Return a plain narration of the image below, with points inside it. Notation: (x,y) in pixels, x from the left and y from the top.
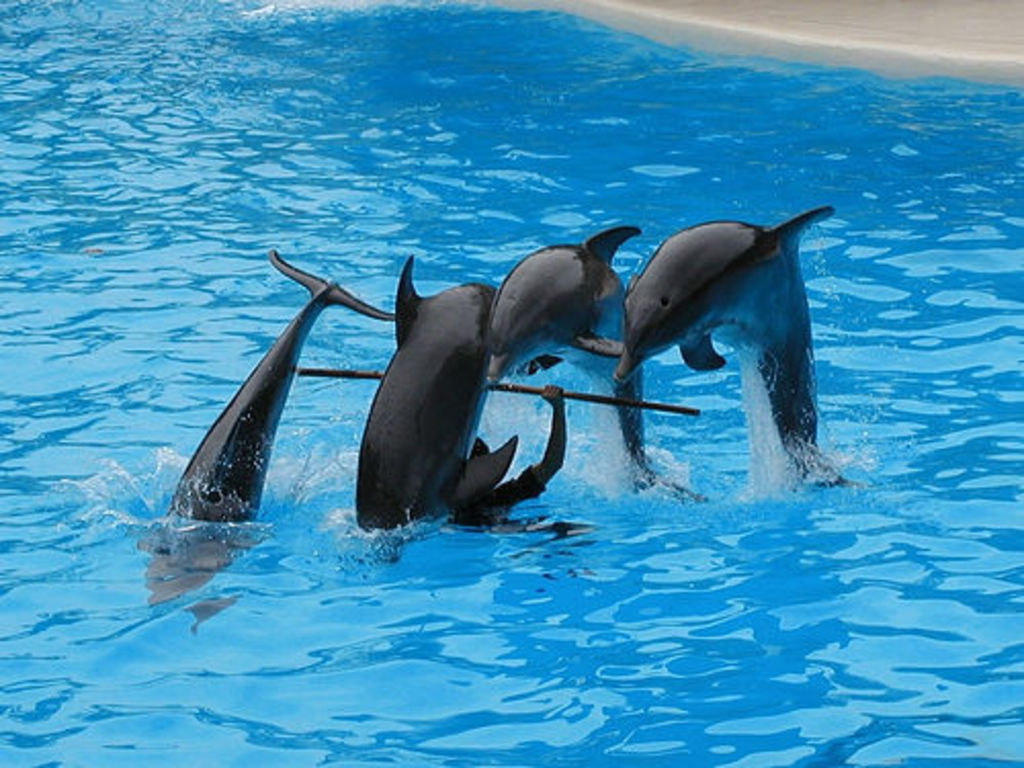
In this picture there is a person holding an object (531,391) and we can see dolphins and water (122,548).
